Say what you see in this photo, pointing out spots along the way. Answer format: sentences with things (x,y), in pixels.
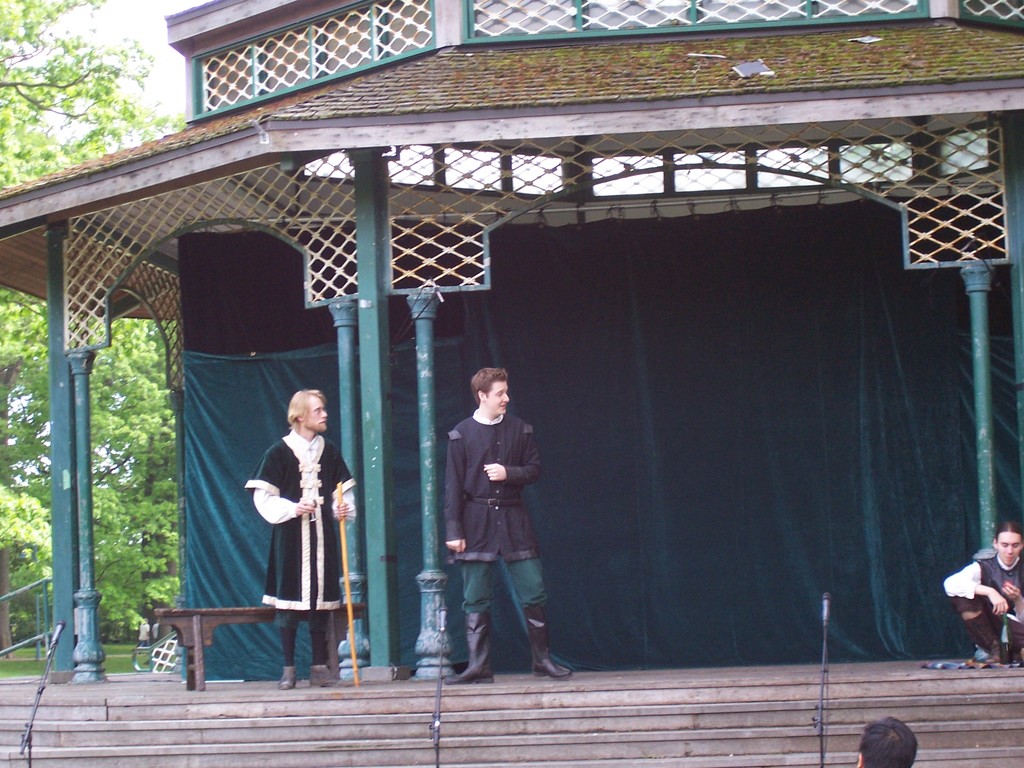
in this picture we can see a man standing on the stage (408,443), and at side another person (268,483) is standing and holding a stick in his hand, and here is the staircase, and microphone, and at side a person (1014,599) is sitting on the floor (921,669), and at side there is the tree (3,10).
